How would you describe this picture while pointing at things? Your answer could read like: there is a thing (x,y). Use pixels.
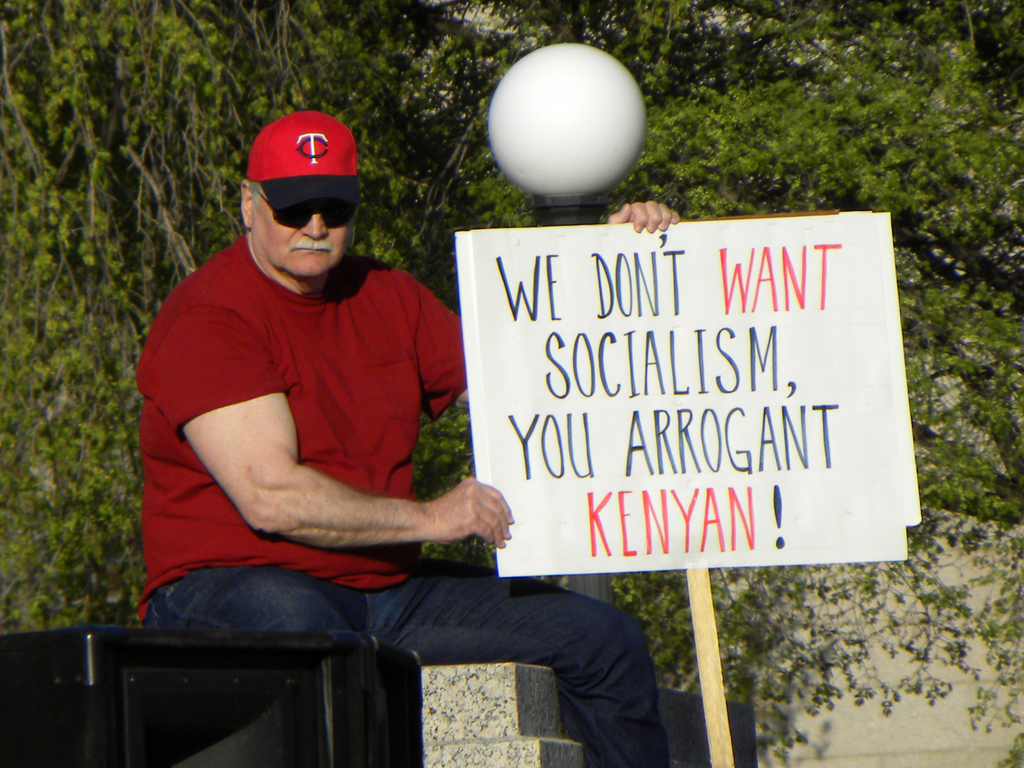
In this picture we can see a man (244,388) in the red t shirt (251,543) is sitting and holding a board (650,495) with a stick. Behind the man (367,391) there is a light (513,92), wall (914,662) and trees (185,140).
